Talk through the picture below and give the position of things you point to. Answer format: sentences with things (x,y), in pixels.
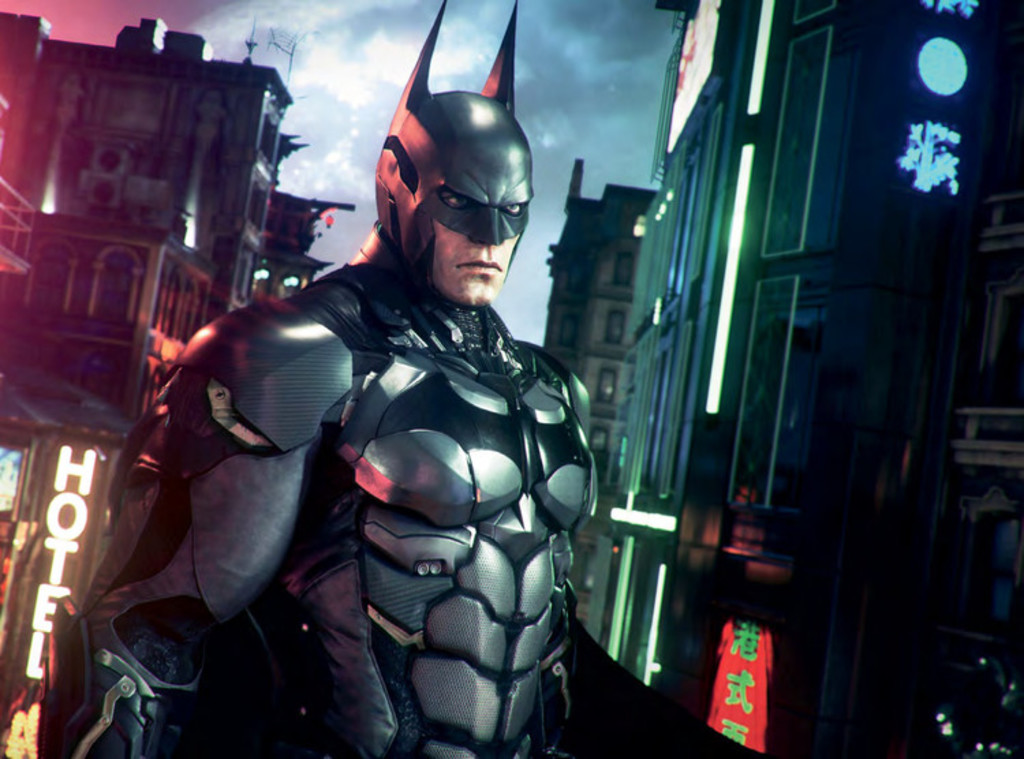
This is an animated image. In this image, in the middle (445,420), we can see a man (590,721) wearing a costume (524,736) which is in black color. On the right side (775,152), we can see some buildings (813,233), hoardings (759,723), lights (616,647). On the left side (46,628), we can also see some text (67,590) written on the building (75,426). At the top (563,17), we can see a sky (539,65) which is cloudy.
